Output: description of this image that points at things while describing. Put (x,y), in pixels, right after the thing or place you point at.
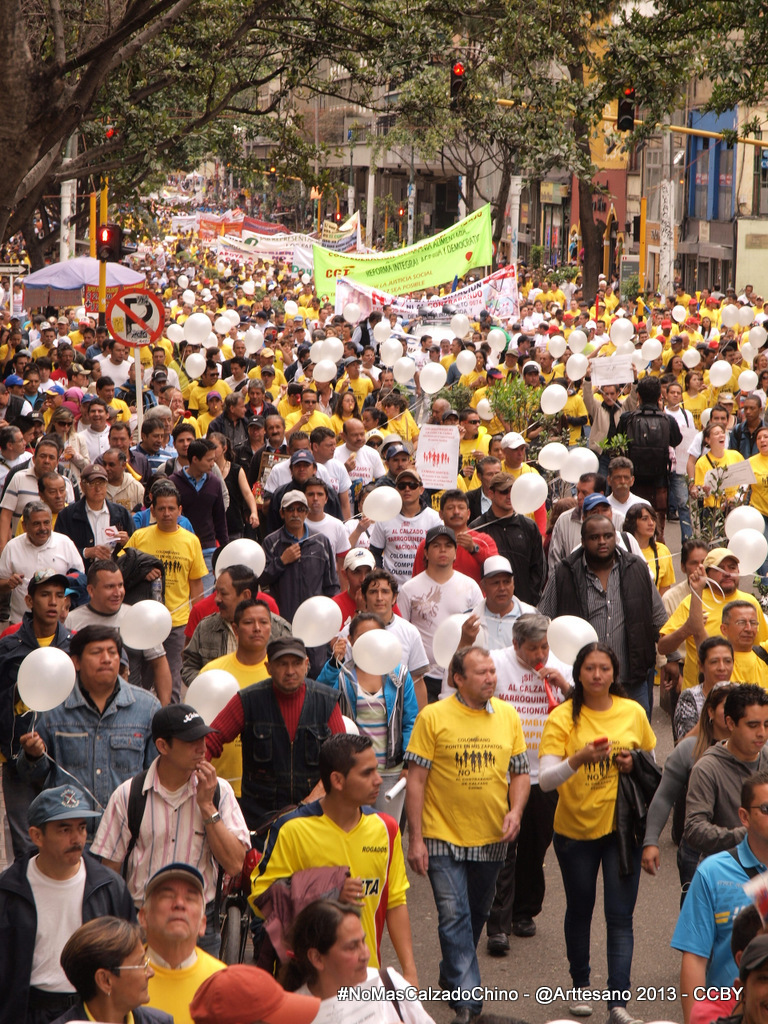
This picture is clicked in the city. In this picture, we see people (409,687) walking on the road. Many of them are holding white color balloons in their hands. In the background (356,272), we see people (291,289) holding banners (350,247) in their hands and these banners (276,228) are in white, red and green color. On the left side (78,275), we see traffic signals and an umbrella (88,271) in purple color. In the background (168,93), we see trees (558,131) and buildings (659,178).
